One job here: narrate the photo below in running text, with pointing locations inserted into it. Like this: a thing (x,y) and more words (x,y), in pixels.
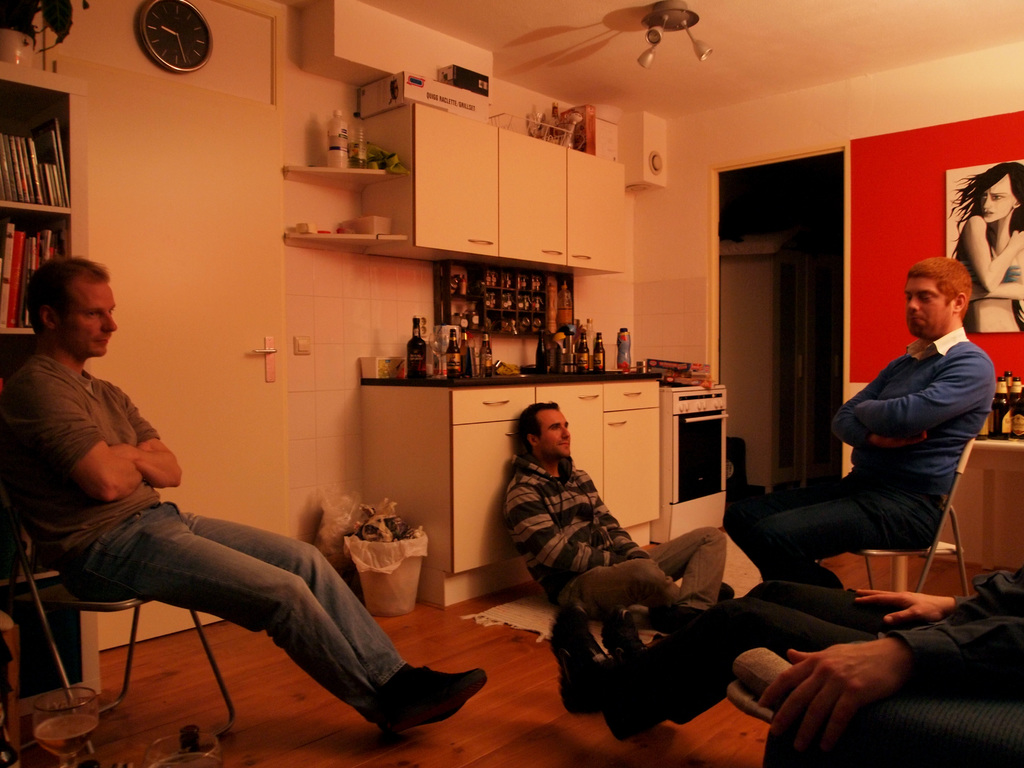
In this image i can see 4 persons (976,404) sitting. Two of them are sitting on chairs (946,515), one of them is sitting on couch (1010,723) and one person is sitting on the floor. In the background (622,355) i can see few bottles (456,369), a counter top (450,382), a wall (330,224), a clock (196,52), a book shelf (79,143), lights (704,58) to the ceiling (721,54) and poster (976,209) attached to the wall (999,335).
